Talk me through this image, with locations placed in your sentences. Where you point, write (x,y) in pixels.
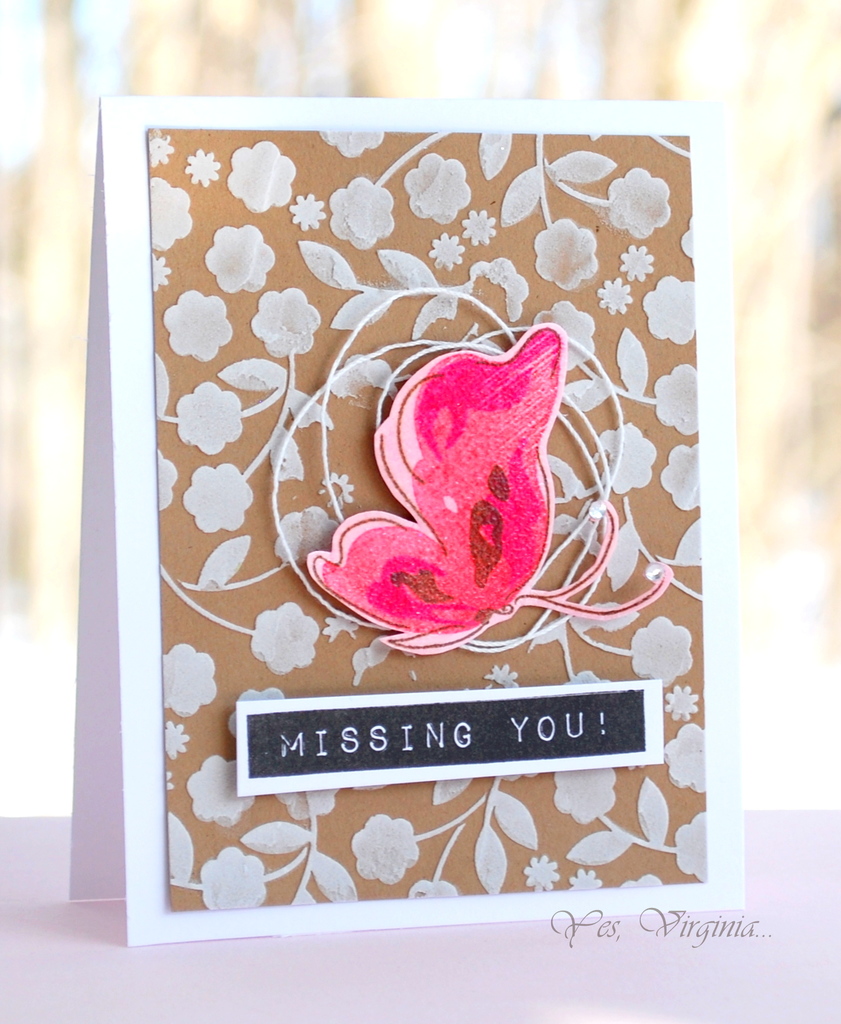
In this image we can see a card (376,702) with some text (461,746) on the white color surface (240,959). The background of the image (20,306) is not clear.
